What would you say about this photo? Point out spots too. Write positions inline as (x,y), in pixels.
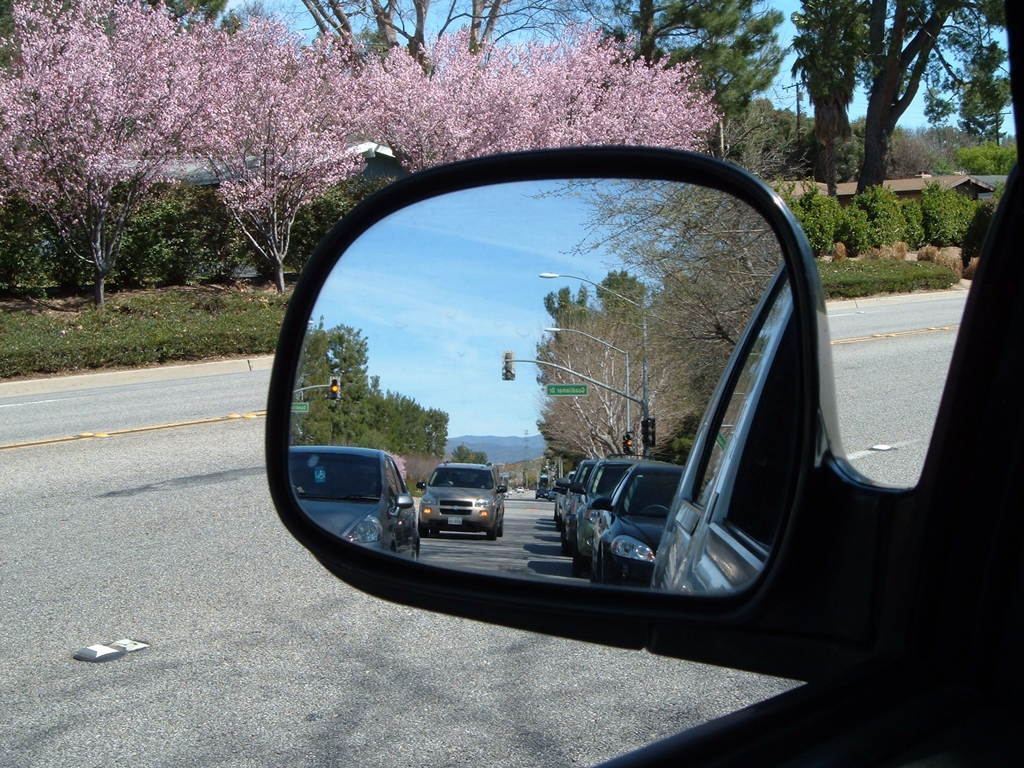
In this picture we can see a vehicle's mirror (701,517) here, we can see reflection (657,475) of cars (615,527), poles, lights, trees (594,391) and sky (478,355) in this mirror (536,491), in the background (643,61) there are some trees (626,71) and plants (851,218) here.
